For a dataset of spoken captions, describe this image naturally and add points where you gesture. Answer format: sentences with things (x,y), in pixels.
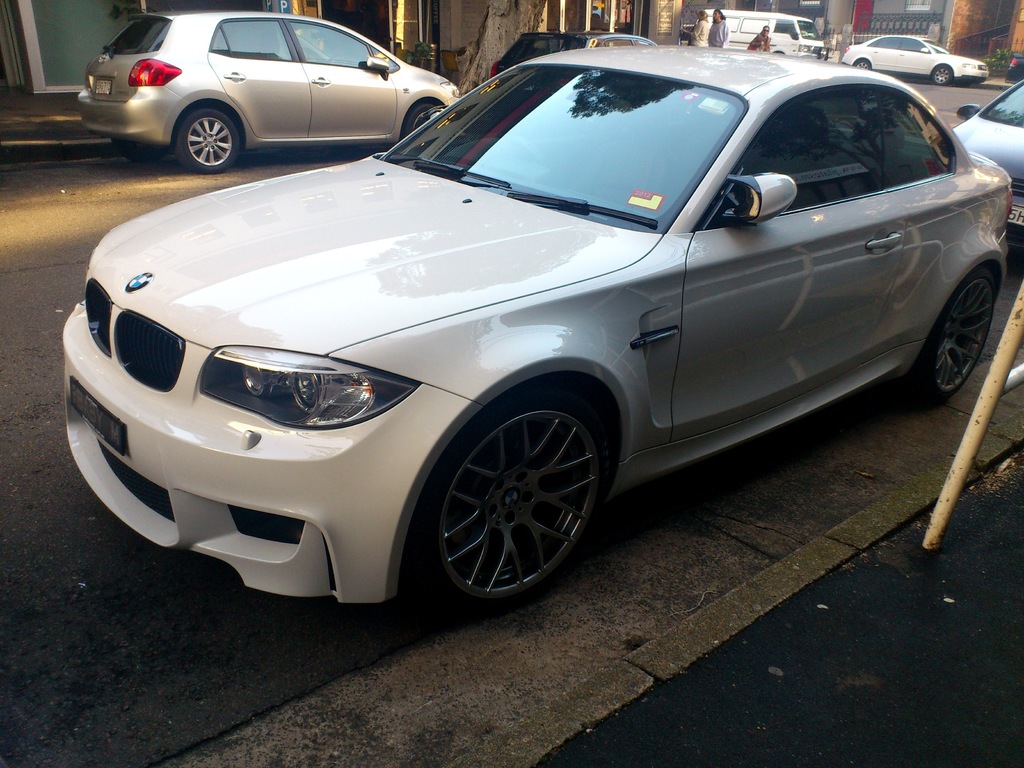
In the picture we can see a path (586,746) beside it, we can see a car (514,534) is parked on the road (18,721) which is white in color and behind it, we can also see another car (1009,141) and to the opposite side, we can see some cars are parked near the building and in the background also we can see some cars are parked and near to it we can see some people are standing.
